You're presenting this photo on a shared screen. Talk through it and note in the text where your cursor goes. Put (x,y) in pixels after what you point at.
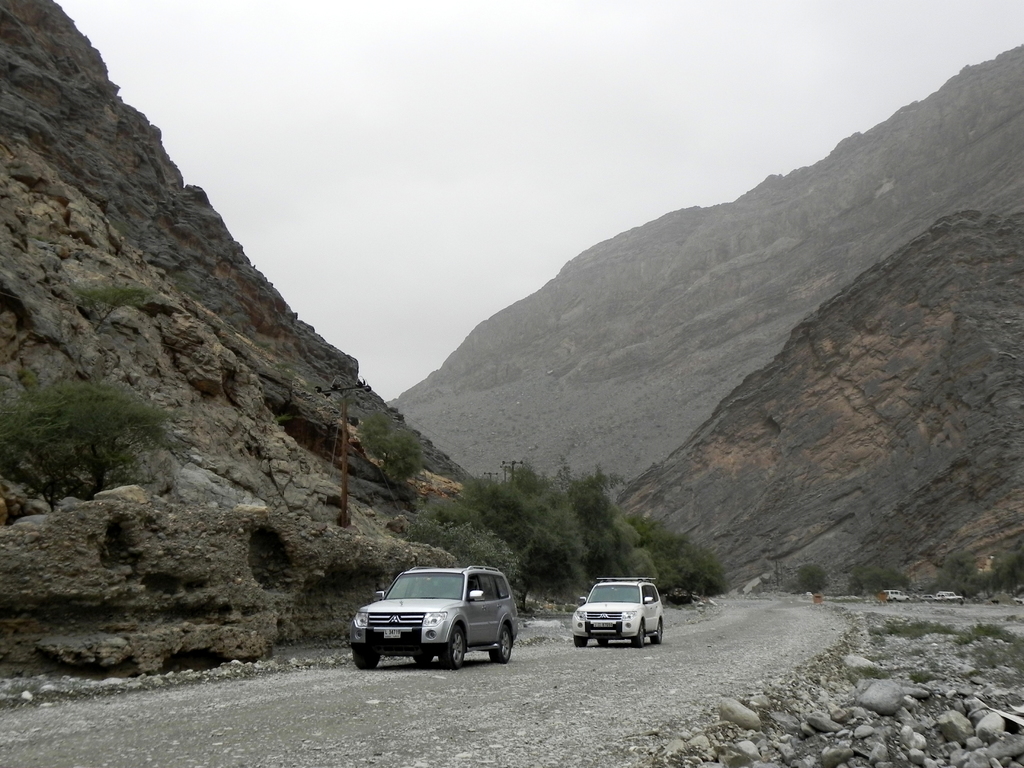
In this image I can see at the bottom (496,656) two vehicles (502,645) are moving on the road (507,665). In the middle (536,478) there are trees (602,521) and these are the hills (509,361) in this image. At the top (428,142) it is the cloudy sky (428,142).
